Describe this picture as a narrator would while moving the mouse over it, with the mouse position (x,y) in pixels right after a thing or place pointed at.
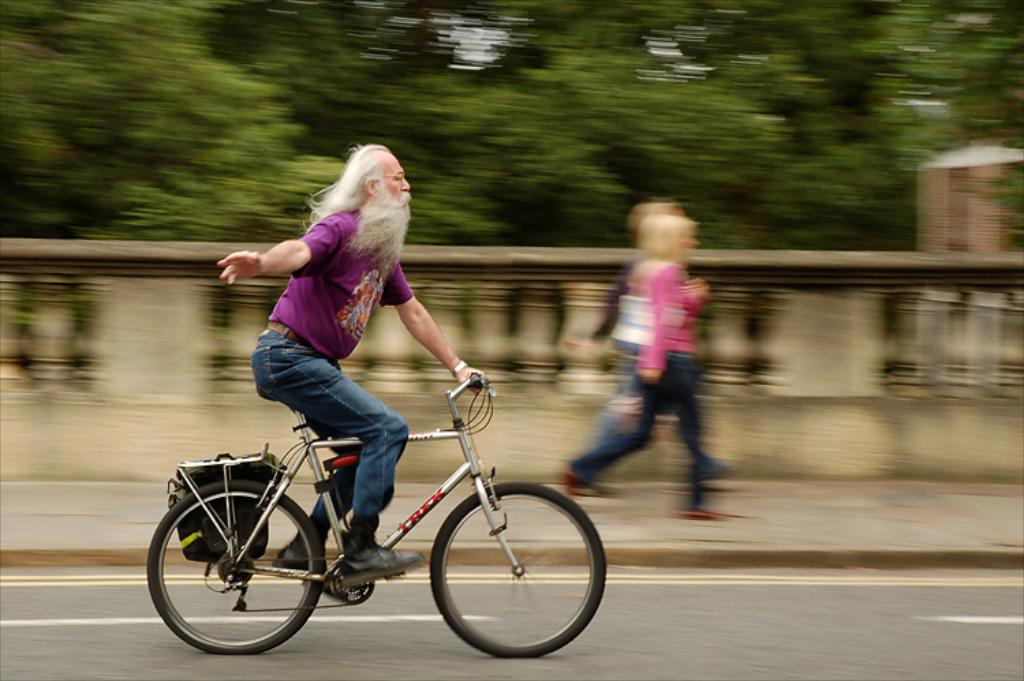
In this image there is an old man (330,389) who is cycling on the road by keeping his right hand (290,261) upwards. In the background (491,314) there is a wall (477,299). Beside the wall (556,409) there is a path (638,491) on which there are two persons (639,359) walking on it. Behind the wall (507,308) there are trees (328,90).
